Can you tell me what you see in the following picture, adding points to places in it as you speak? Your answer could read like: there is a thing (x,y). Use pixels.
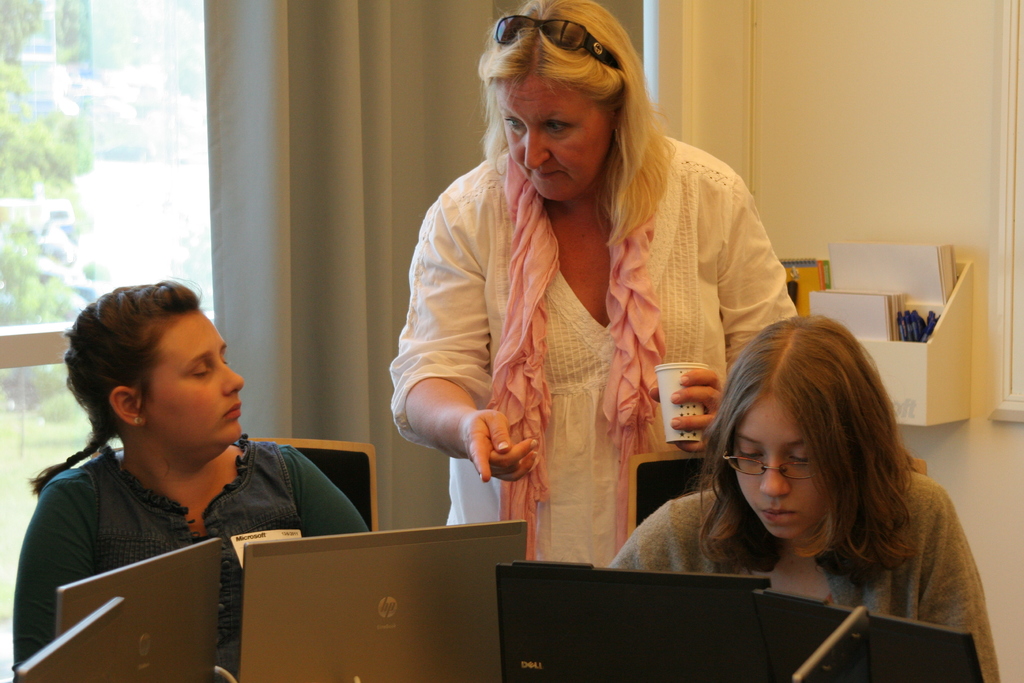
In this image I can see two people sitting and one person (649,318) is standing and holding a cup (675,434). I can see few laptops (386,612). Back I can see glass windows (116,253), curtain (339,152) and books rack (905,302) attached to the wall (848,87).
